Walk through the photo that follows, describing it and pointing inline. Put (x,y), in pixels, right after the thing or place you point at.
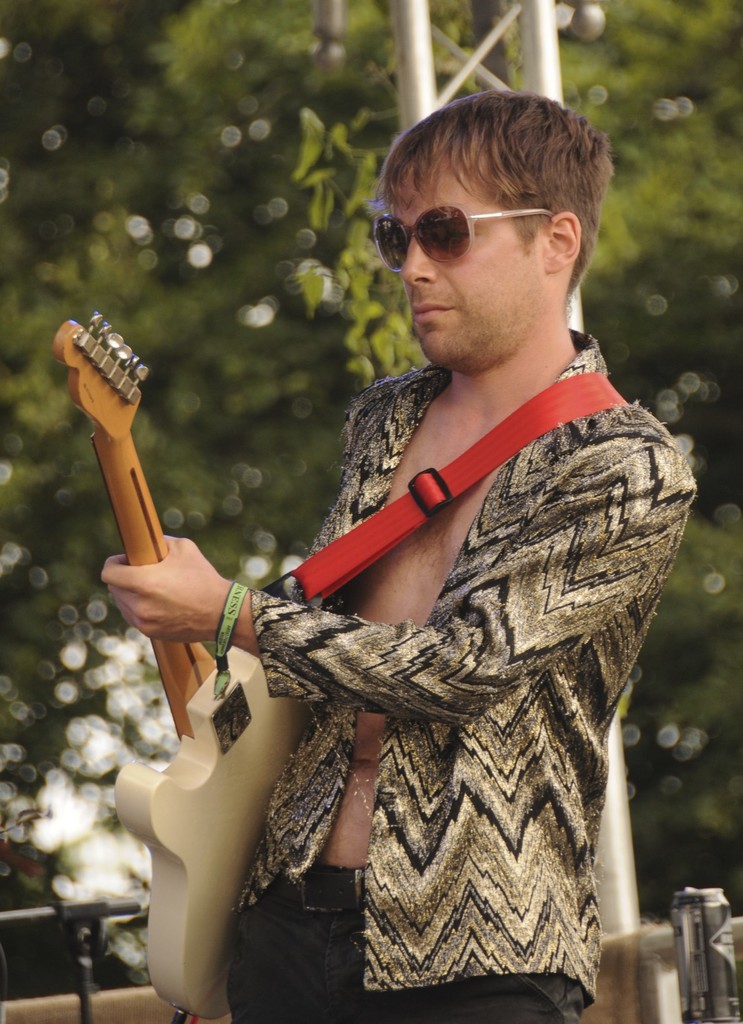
In this image i can see a person (459,662) wearing a blazer (485,844) and a black pant (315,979) is standing and holding a guitar (196,817) in his hands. In the background (299,387) i can see a metal pole (463,80) and few trees (272,161).
